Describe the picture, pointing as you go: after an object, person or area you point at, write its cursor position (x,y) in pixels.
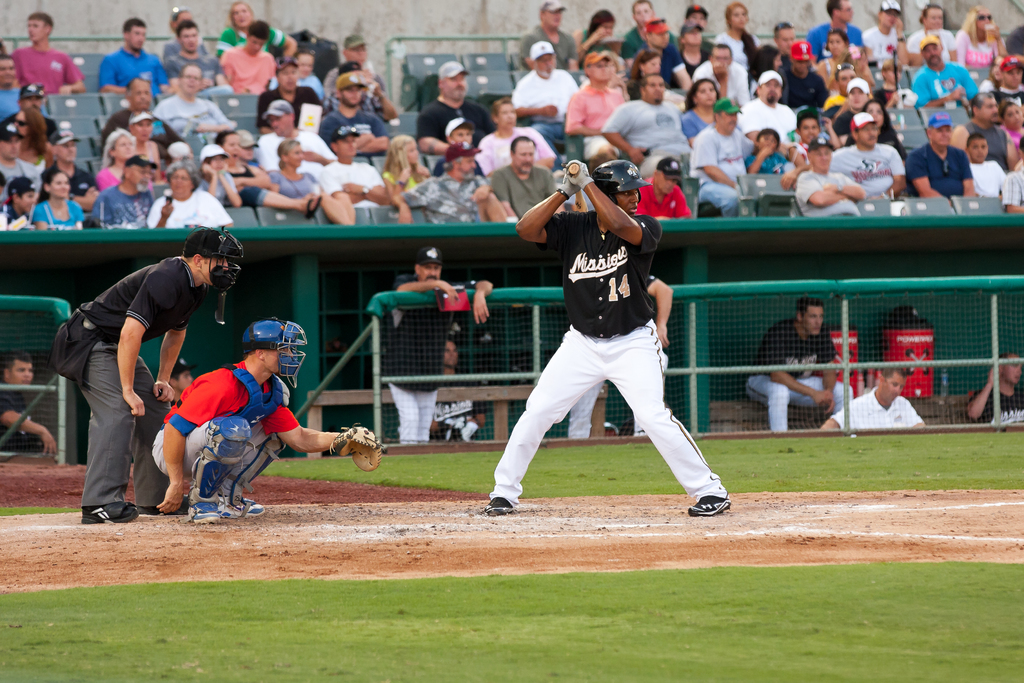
In the image we can see there are three people (623,382) wearing clothes (593,369), shoes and two of them are wearing gloves (335,430) and helmet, they are playing. Here we can see the grass (881,633) and the sand (352,530). Here we can see the audience (621,144) sitting and some of them are standing. They are wearing clothes (304,149) and some of them are wearing a cap (184,146). There are many chairs (91,104) and there is a person (614,253) in the middle position of the image is holding a bat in the hands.
